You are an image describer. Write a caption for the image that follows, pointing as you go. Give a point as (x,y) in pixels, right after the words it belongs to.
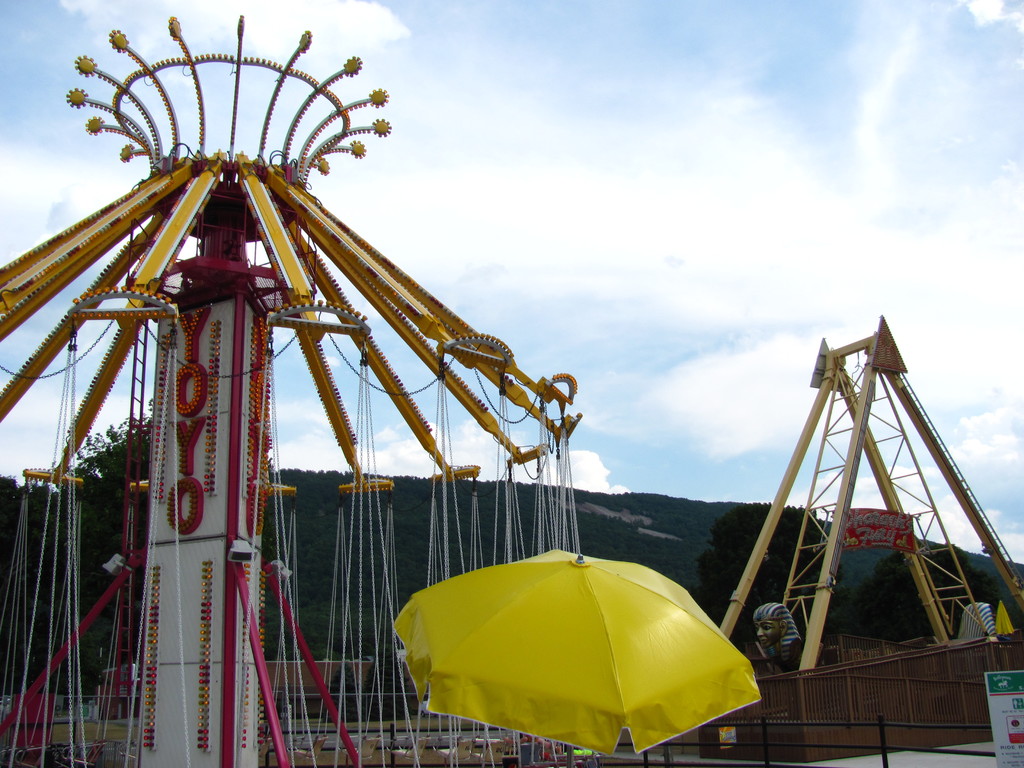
In this picture we can see amusement rides (335,224), at the bottom of the image (555,621) we can find an umbrella (558,654), in the background (744,275) we can see few trees (542,493) and clouds (762,277).
